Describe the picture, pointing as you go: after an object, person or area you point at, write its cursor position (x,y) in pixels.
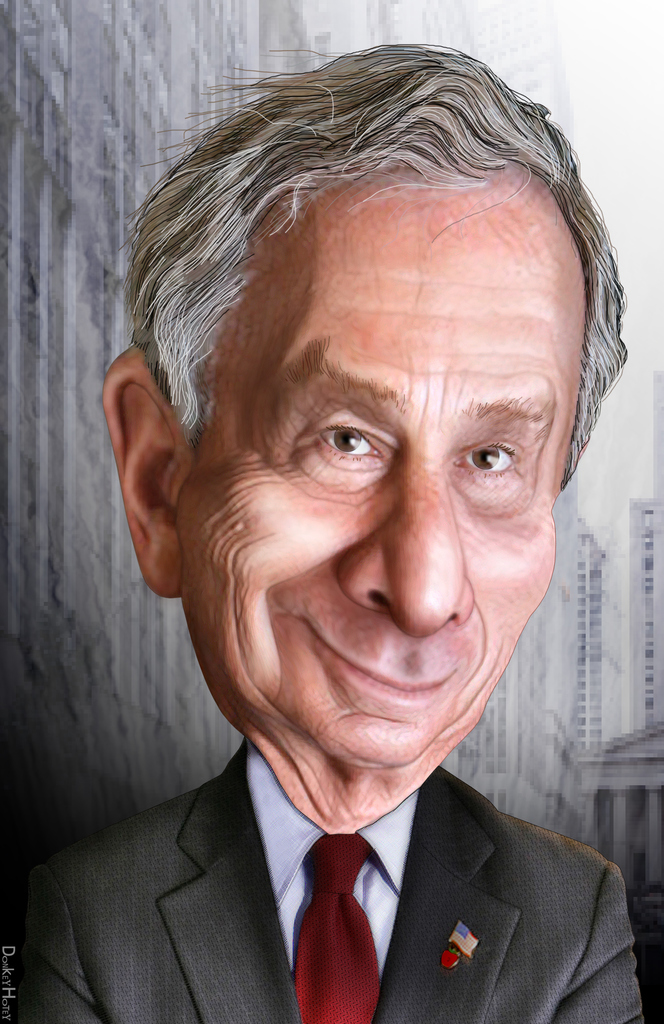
In this image we can see an edited picture of a person (433,959) wearing a coat (246,951) and tie (304,969). In the background (584,41), we can see a group of buildings (534,733), the sky (636,192) and some text (3,965).
